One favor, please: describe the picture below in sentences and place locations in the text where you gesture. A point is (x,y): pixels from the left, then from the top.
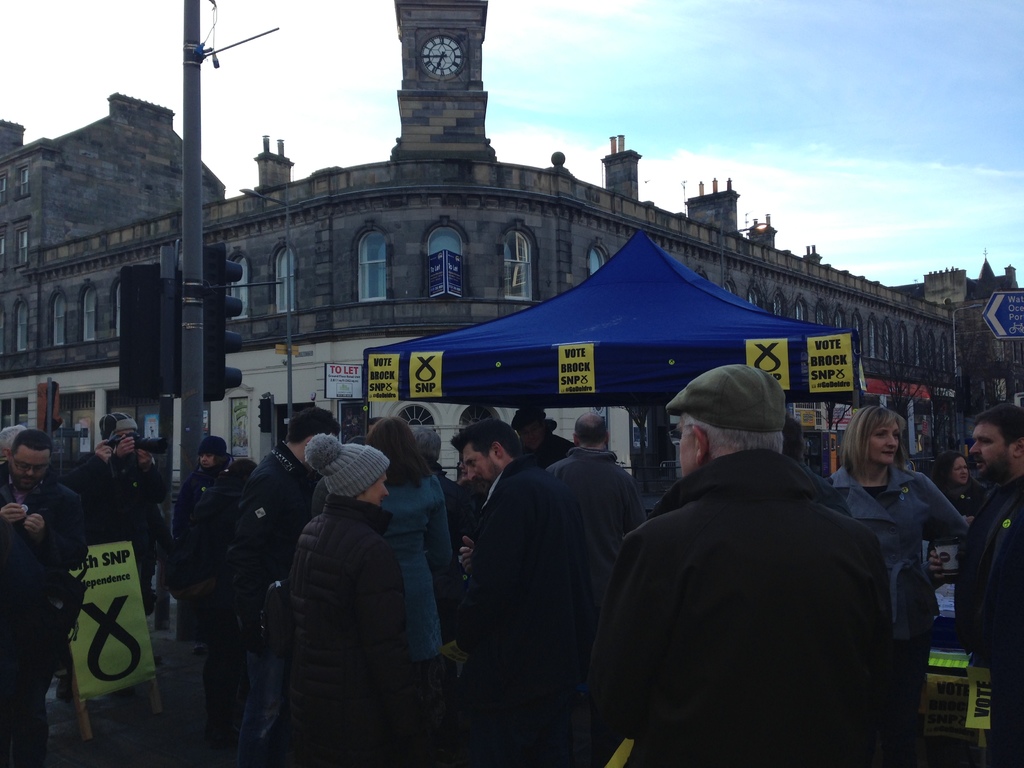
In this picture we can see a group of people (490,581), one person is holding a camera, here we can see traffic signals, name boards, posters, tent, trees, poles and in the background (635,437) we can see a building (623,451), sky (1014,89).
